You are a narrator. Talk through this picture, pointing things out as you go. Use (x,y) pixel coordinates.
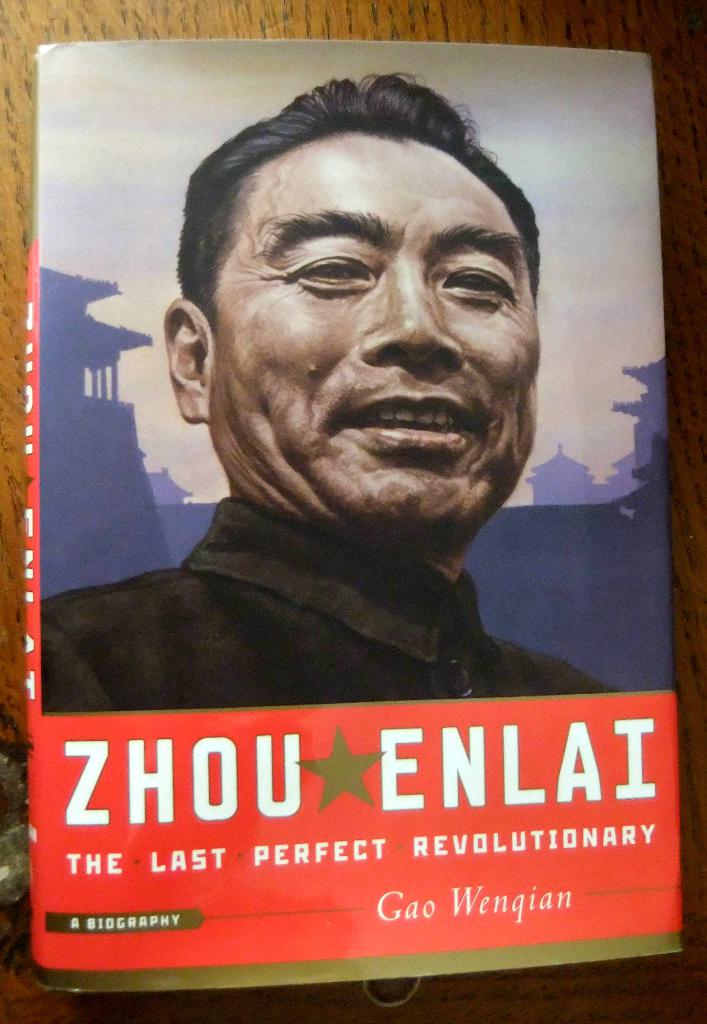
In this image we can see a book (330,733) placed on the table (359,34).
